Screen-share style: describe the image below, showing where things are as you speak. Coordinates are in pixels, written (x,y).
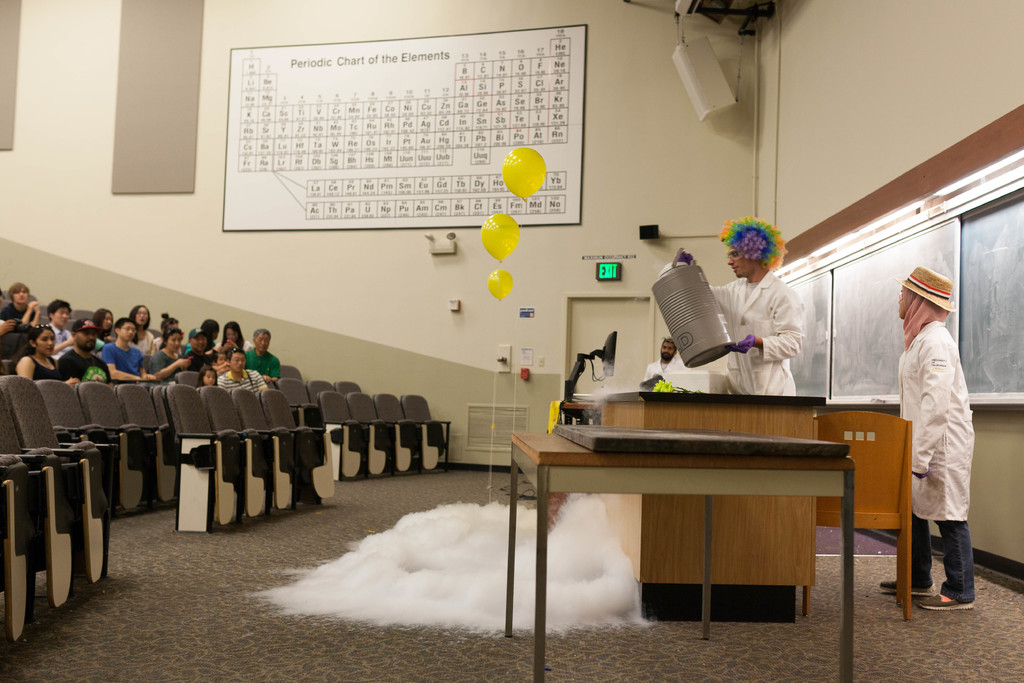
In the picture we can see some people (60,304) are sitting on the chairs (185,419) and one, man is standing near the table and doing something just beside to him there is one more person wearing a hat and standing and to the right hand side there is a door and exit board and three balloons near it and background (360,347) we can see a wall (904,105), on the wall (342,342) we can see a periodic chart of elements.
